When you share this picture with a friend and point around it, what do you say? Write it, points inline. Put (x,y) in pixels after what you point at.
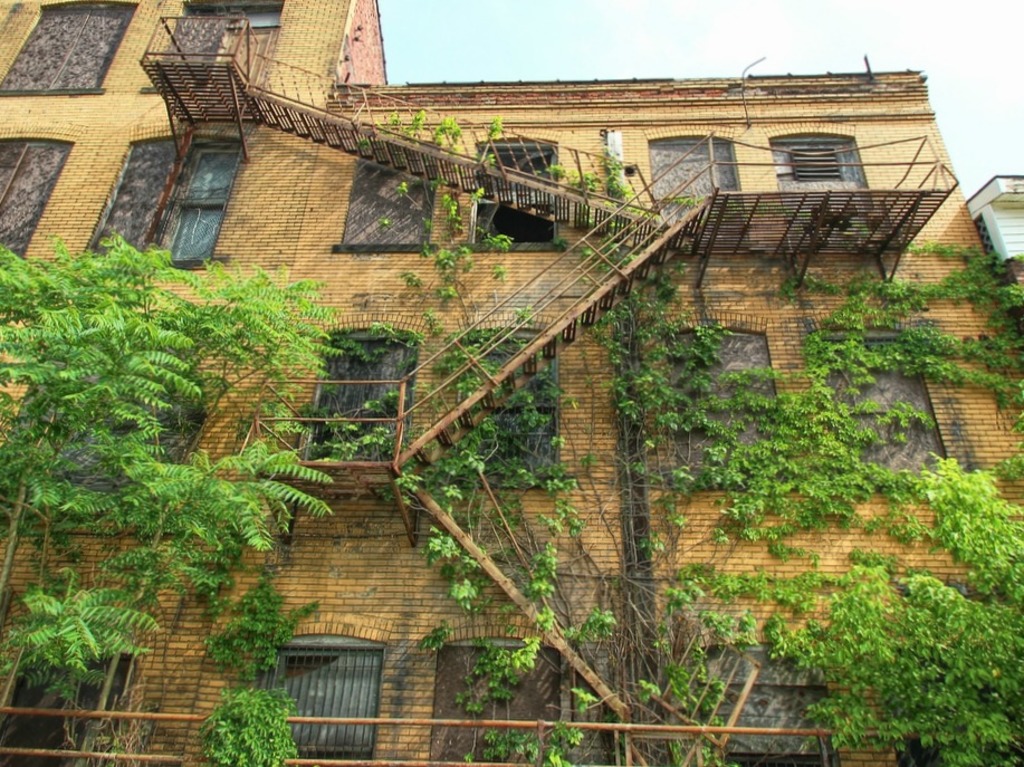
In this picture we can see a building (520,437), few trees (89,307), metal rods (449,722) and steps (523,356).
